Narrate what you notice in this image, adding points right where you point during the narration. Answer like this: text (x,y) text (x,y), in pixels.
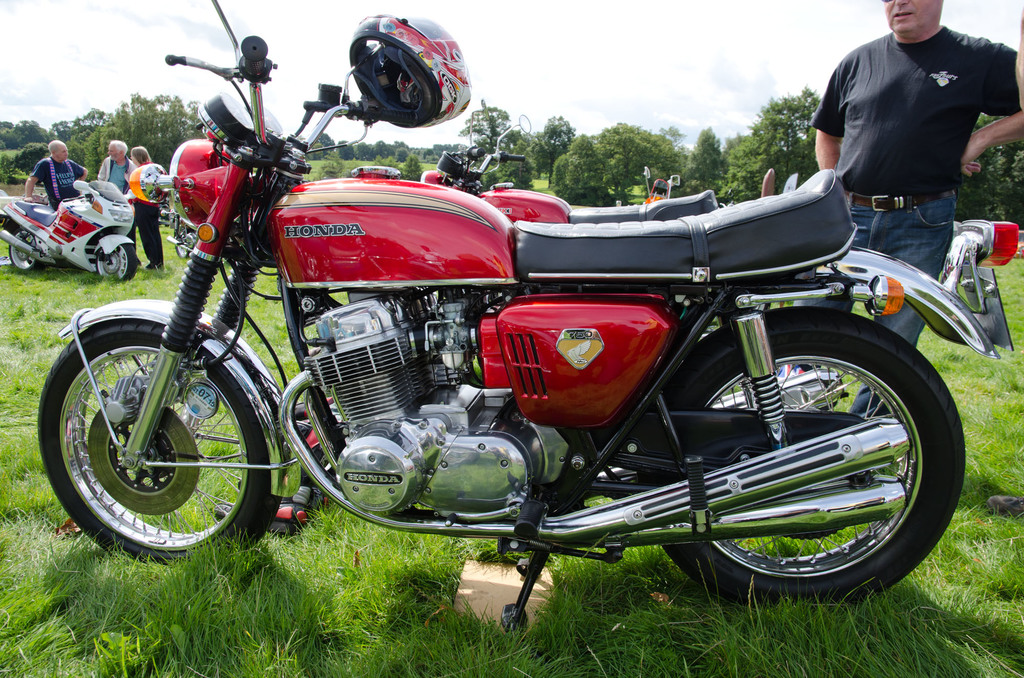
This is an outside view. At the bottom of the image (417,639) I can see the grass (166,637). Here I can see few bikes (243,288) which are placed on the ground (35,323). Near the bikes (390,234) few people (862,179) are standing. In the background (602,161) there are some trees (597,152). At the top (607,30) I can see the sky (539,38).
